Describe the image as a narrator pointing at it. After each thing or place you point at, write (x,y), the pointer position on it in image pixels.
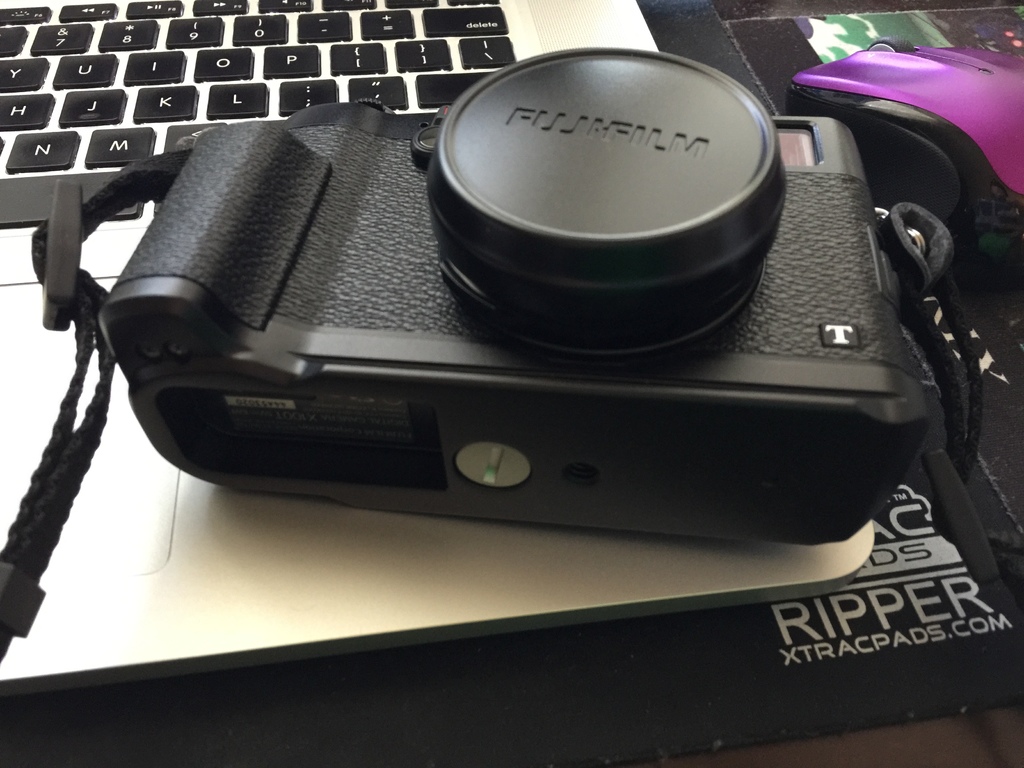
In the picture there is a camera (327,321) present on the laptop (36,182), beside the laptop (207,1) there is a mouse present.
